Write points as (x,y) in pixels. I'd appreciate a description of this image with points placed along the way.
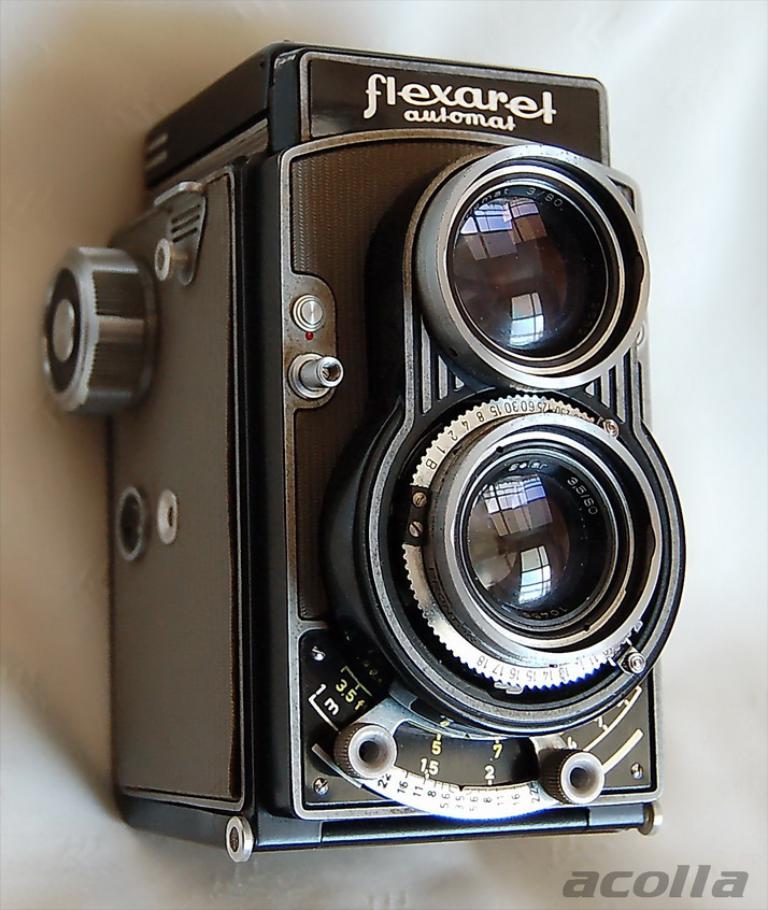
In this image we can see the camera (473,181), some written text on it and at the bottom (600,891) we can see the written text (585,891).
